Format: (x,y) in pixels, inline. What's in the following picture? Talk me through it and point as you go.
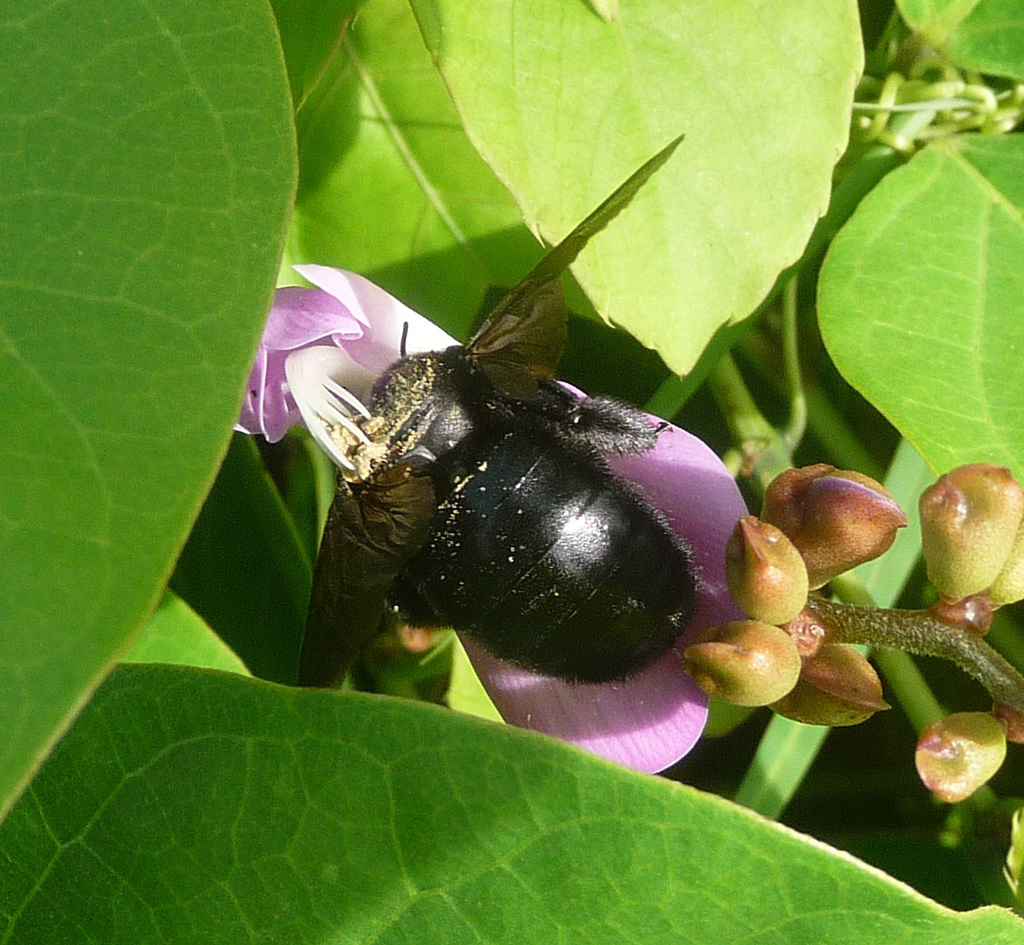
In this image we can see some leaves (548,121), one insect (512,328) on the flower (299,346) and some buds (829,669).
